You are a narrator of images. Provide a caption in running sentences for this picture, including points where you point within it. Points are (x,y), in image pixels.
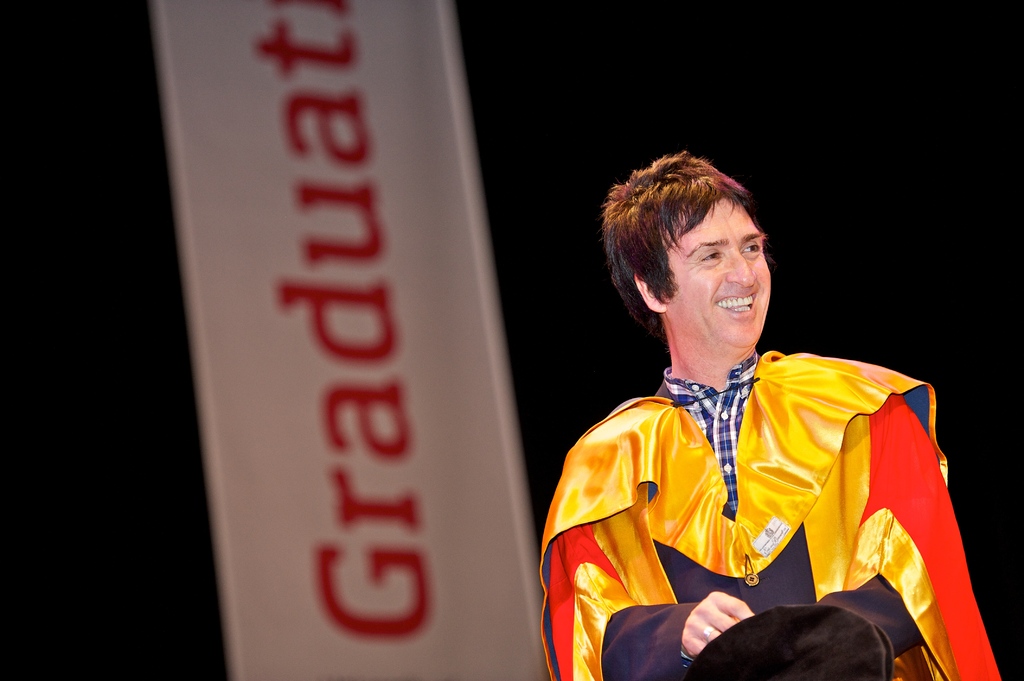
In this picture I can see on the right side (908,607) there is a man (889,598), he is wearing a dress (788,458) and smiling. In the background (343,286) it looks like a board (368,364).
